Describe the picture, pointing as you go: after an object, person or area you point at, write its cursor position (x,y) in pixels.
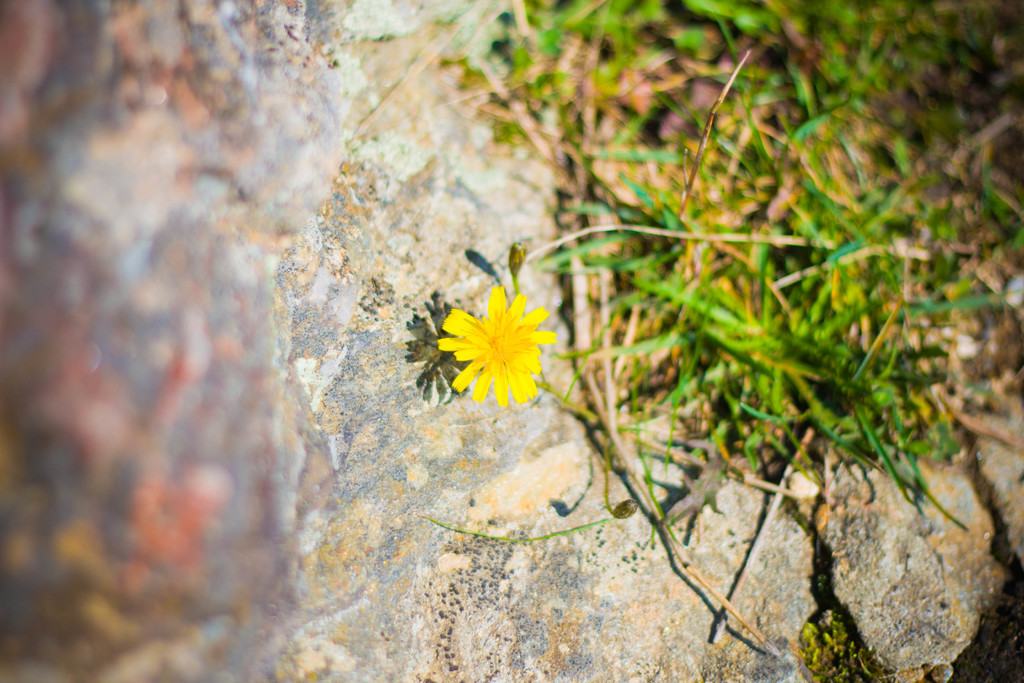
In this picture I can see there is a rock (539,270), there is some grass (823,191) at right side (780,280) and a yellow color flower (528,365), with yellow petals (487,371). The left side of the image (129,305) is blurred.
